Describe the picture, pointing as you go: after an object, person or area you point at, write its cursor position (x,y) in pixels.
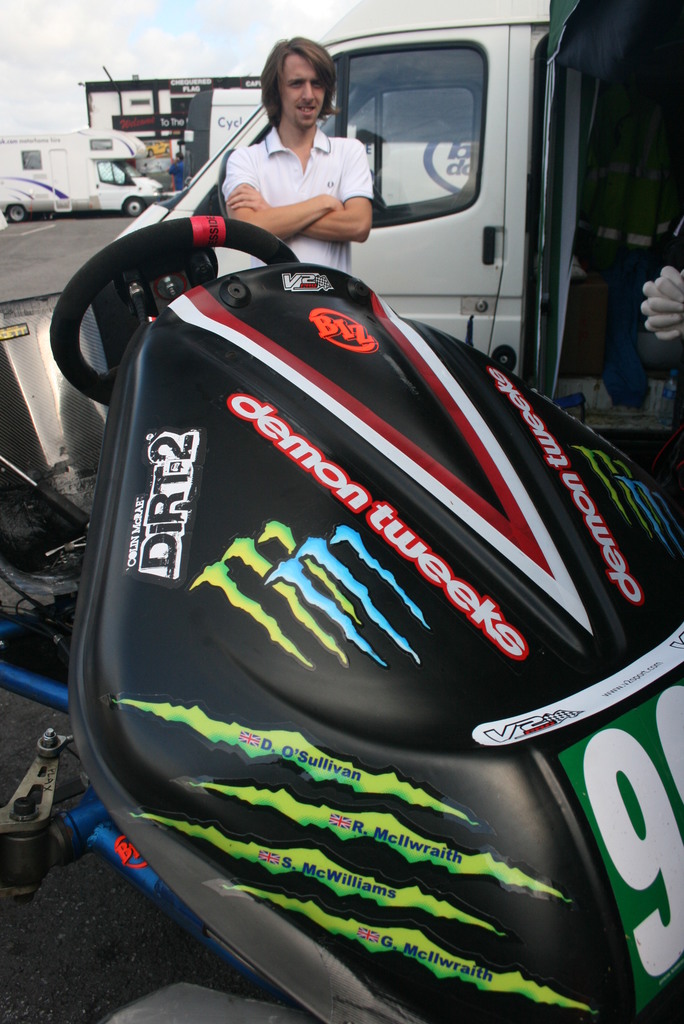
Here we can see a man (296,67) and there are vehicles (155,610). In the background (55,25) there is sky (134,31) with clouds (197,42).
